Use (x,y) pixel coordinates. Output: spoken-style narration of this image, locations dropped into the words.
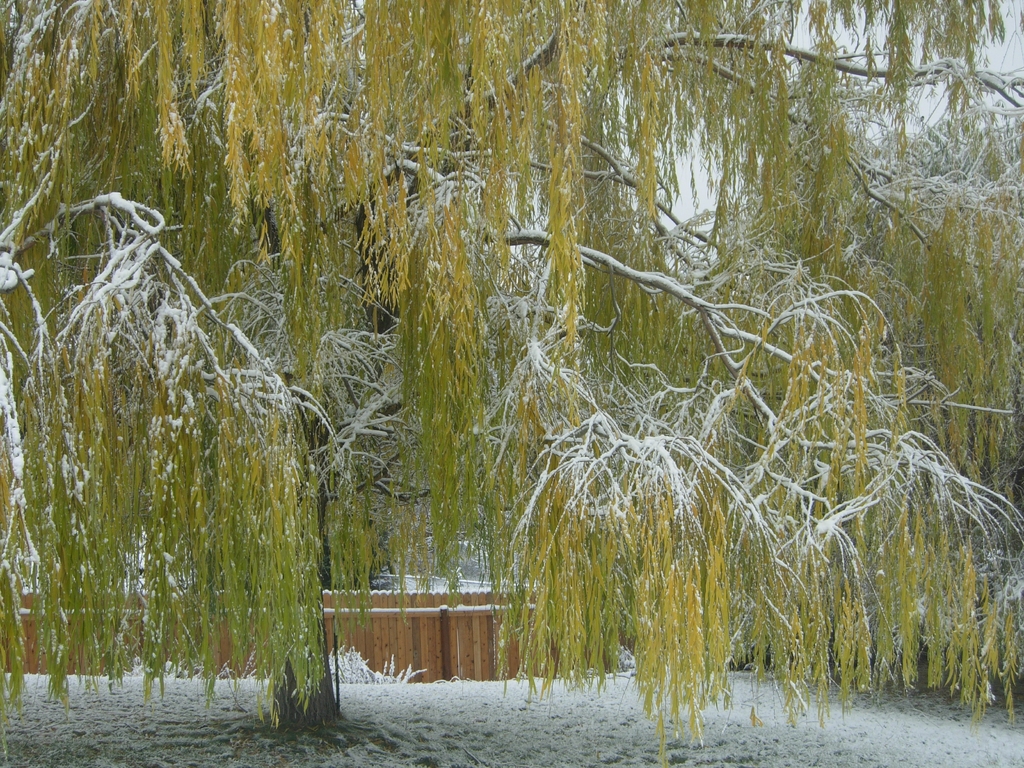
In this picture, there is a tree (536,221) covered with snow (795,483). At the bottom (531,726), there is snow (619,762).
